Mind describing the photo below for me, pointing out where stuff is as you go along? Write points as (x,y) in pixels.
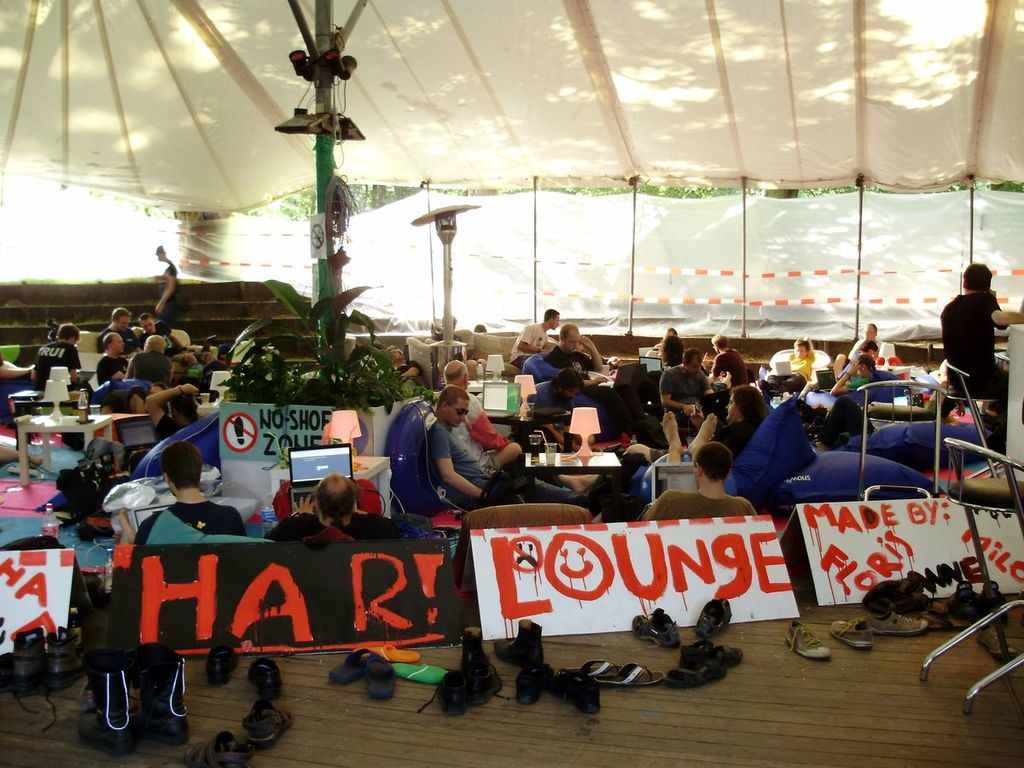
In the image we can see there are people (795,385) sitting on the chair (988,452) and there are table lamps (54,413) kept on the table (367,471). There is a laptop (349,465) kept on the table (575,473) and there are hoardings (598,607) kept on the floor (593,760). There is a tent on the top (75,117).
